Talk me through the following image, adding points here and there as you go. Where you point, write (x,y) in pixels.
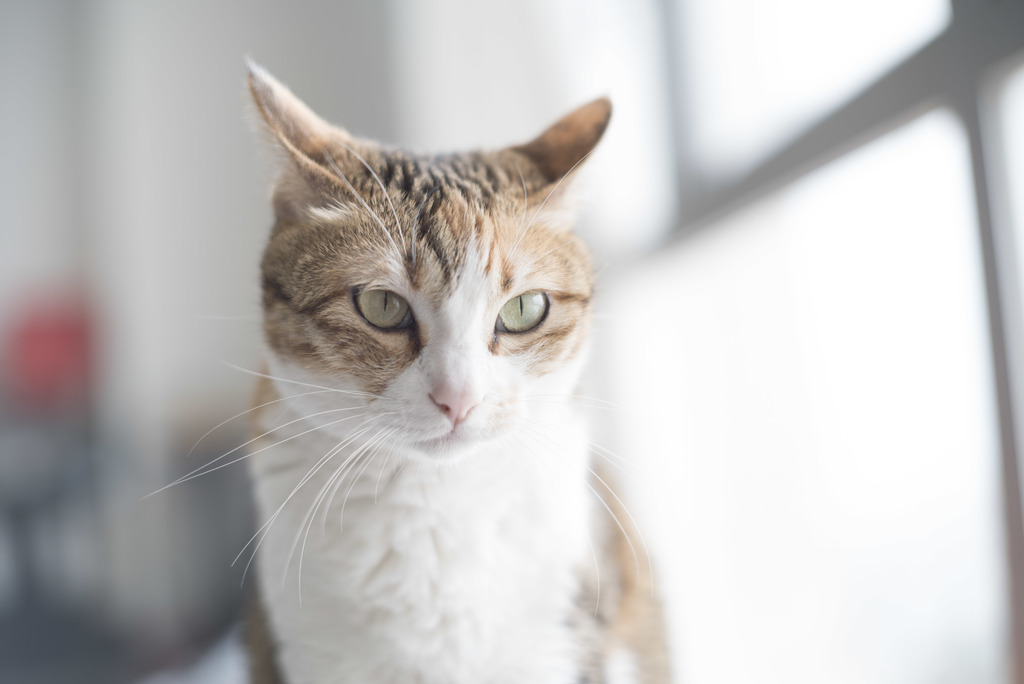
In this picture I can see a cat (553,439) and I can see blurry background (477,13).
